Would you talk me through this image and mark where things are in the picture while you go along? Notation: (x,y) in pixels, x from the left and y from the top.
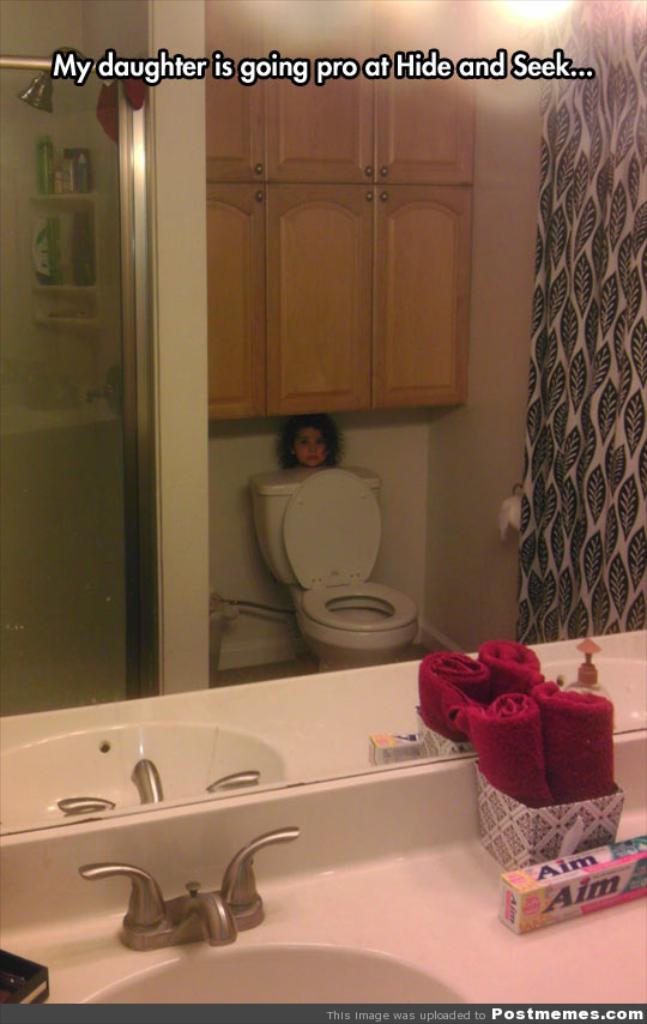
In this picture there is a inside view of the toilet (35,533). In the front (35,533) there is a mirror (35,533) and white color wash basin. Behind we can see the reflection (291,552) of a toilet seat (300,536) and a small girl (312,463) hiding behind it. Above a wooden cabinet doors (291,328) and black curtain (644,475).
